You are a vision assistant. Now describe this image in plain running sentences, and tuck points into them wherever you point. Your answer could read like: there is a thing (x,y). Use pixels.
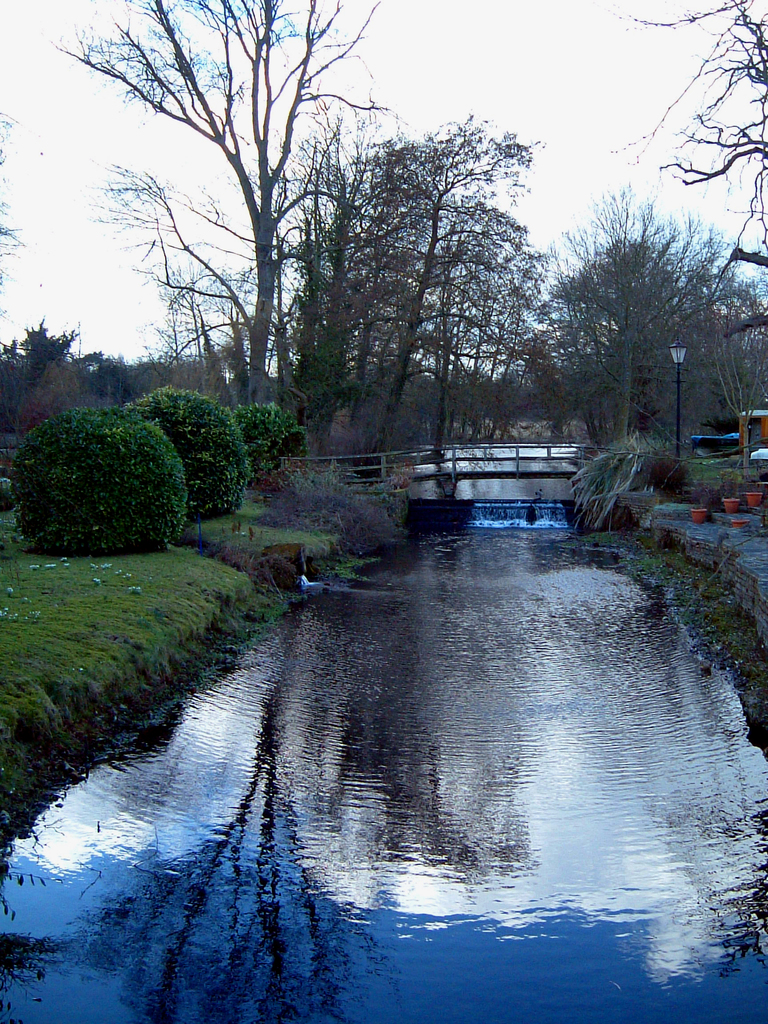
In the center of the image (488,603), there is water (512,544) and we can see a bridge (501,459). In the background (444,247), there are hedges (210,403), trees (394,317), lights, flower pots (727,507) and stairs (737,517). At the top (540,118), there is sky (432,69).
